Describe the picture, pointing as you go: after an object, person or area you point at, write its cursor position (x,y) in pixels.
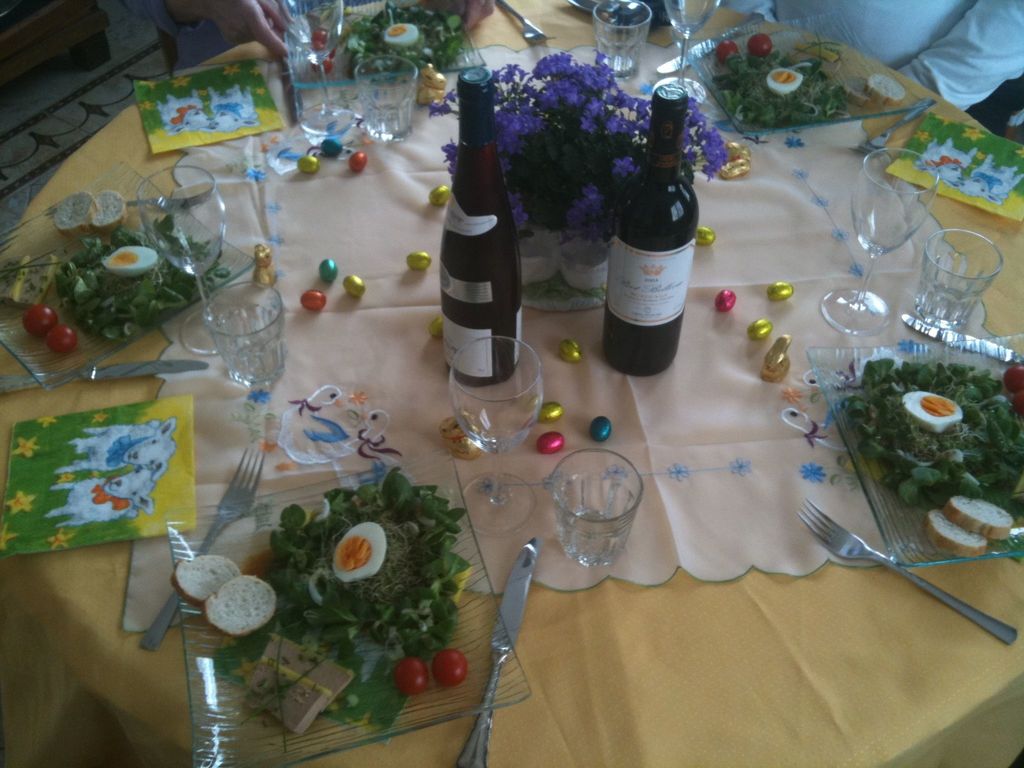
In the image we can see there is a table (675,563) on which there are wine bottles (464,157) and in plate (242,705) there are food items (316,660). There is knife (471,728), fork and there are four five plates (237,529) on the table (523,328) along with water glass (576,500) and wine glass (508,434) and there is napkin (252,169) which is spread on the table (804,485) which is in white colour and there are egg shaped candies (783,292) which are kept on the table (806,635).
